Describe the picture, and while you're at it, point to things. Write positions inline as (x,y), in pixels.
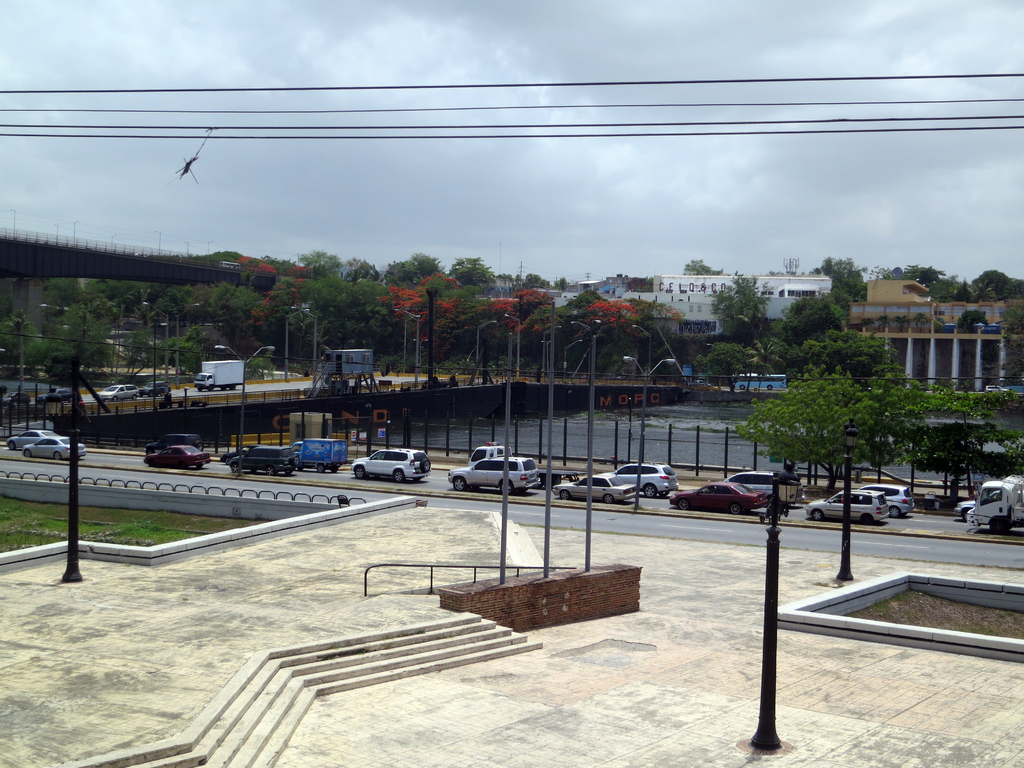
In this picture we can see many cars (646,466) on the road (906,542). Beside that we can see many street lights (629,449) and trees (873,465). On the left (147,389) we can see trucks (241,370), cars (147,389) and people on the bridge (348,423), beside that we can see the water (680,449). At the bottom (235,736) we can see steps (250,736) and street lights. In the background (506,343) we can see buildings (962,340), trees (150,295) and electric poles (159,232). At the top (764,82) we can see sky (535,25) and clouds (385,76).
